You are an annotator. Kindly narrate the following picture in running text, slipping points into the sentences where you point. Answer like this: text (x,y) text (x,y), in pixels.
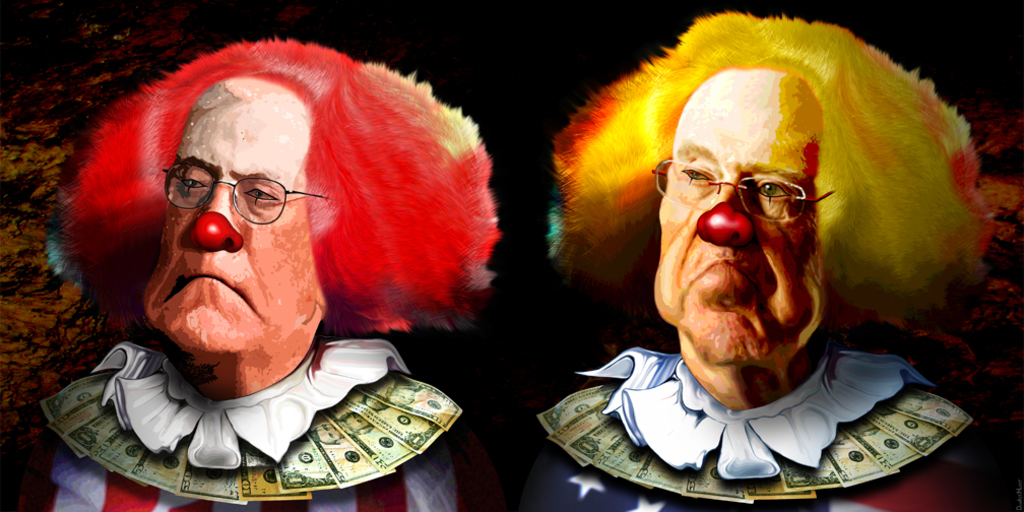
In this image in a painting (373,263) there are two persons (616,189) in the costume of clown (224,237). The left one (415,234) is having red hair (308,77) and the right one (598,122) is having yellow hair (877,138). The background (387,43) is dark.
